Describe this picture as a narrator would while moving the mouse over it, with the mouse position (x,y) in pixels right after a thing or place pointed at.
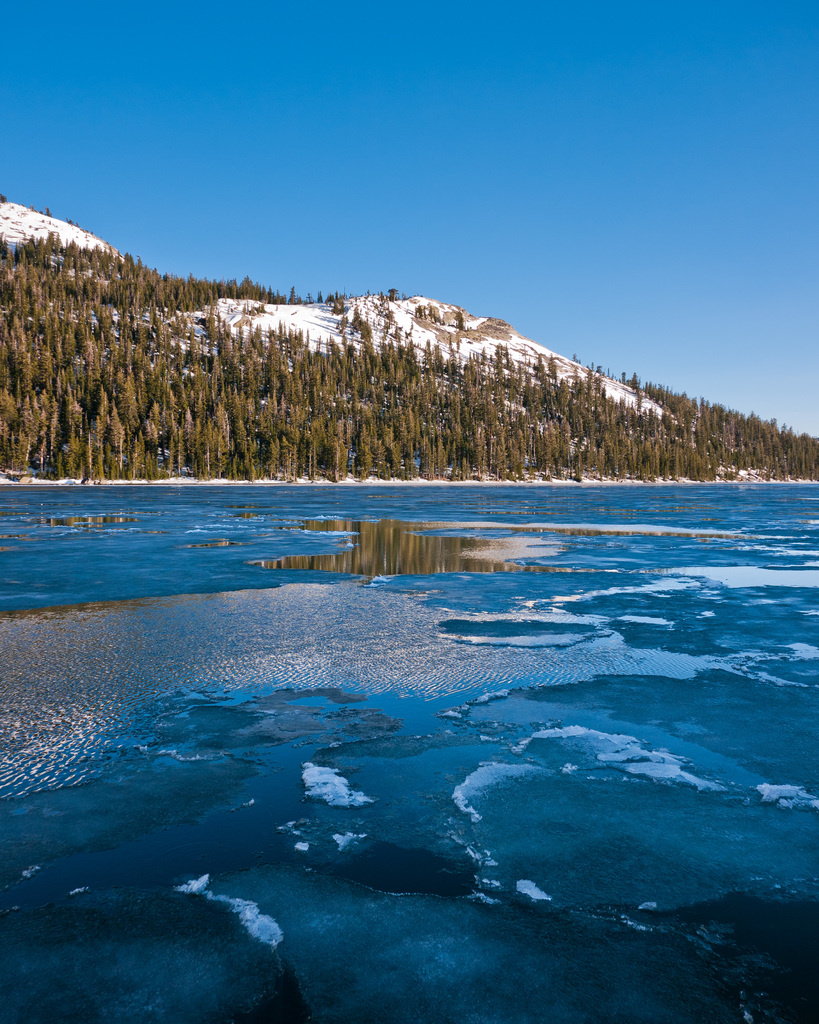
In this picture, we can see water (192,817), trees (623,463), mountains (364,301) with snow (418,351) and the sky (609,279).
